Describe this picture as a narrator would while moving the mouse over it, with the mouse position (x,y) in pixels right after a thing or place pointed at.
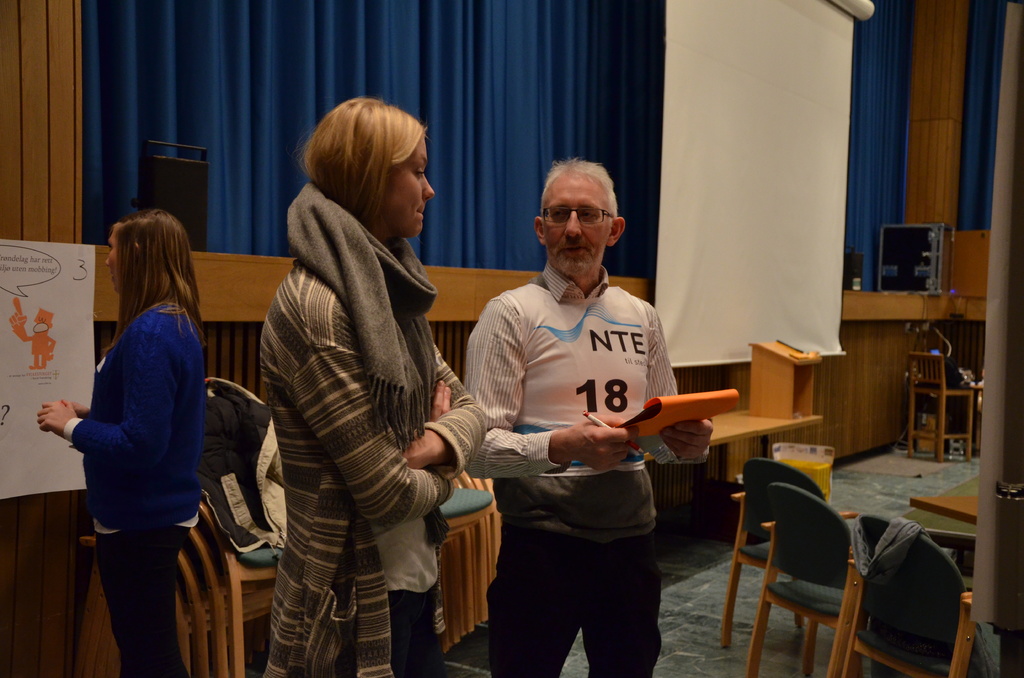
In picture there are two women (386,291) and man (566,297) a man (566,297) and women (407,274) are talking to each other in the room (143,152) there are many chairs (941,428) with the tables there is a curtain (462,164) on the wall (964,351) there are sound boxes (910,248) there is a jacket (259,501) on the chair (256,567) there is a chart (36,271) on the wall (22,235).
